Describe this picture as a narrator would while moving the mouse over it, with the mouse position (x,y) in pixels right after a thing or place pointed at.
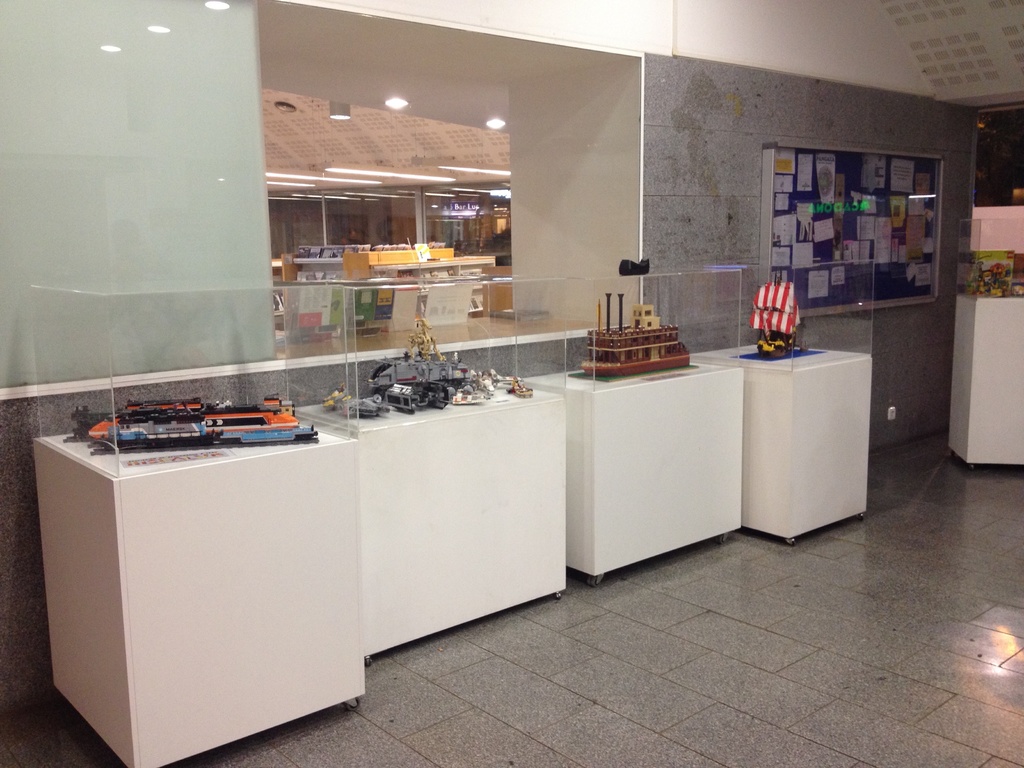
In this picture, we see some items (476,390) are exhibited or displayed. These items (243,417) are placed on the white tables (550,515). Behind that, we see a wall (698,177) on which notice board (828,258) is placed and this notice board (862,263) contains many posters (916,236). Beside that, we see a white table (968,357) on which items (997,281) are placed. Behind that, we see a wall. In the background (415,254), we see a table (442,254) on which items (402,245) are displayed. At the top of the picture (429,135), we see the ceiling (427,119) of the room (454,153). This picture might be clicked in the exhibition hall (603,615).
